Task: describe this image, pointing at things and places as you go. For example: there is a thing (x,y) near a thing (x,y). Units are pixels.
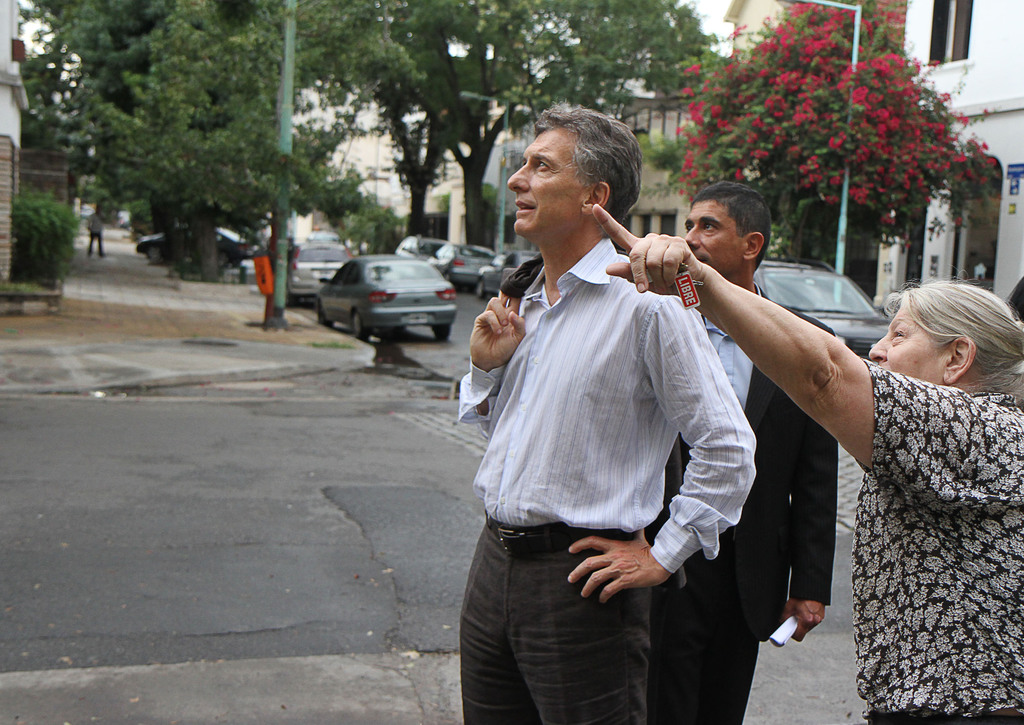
In the foreground of this image (796,524), on the right side (920,608), there is a woman (920,576) stretching her hand (633,266) and two men (736,617) standing on the road (804,717). In the background (465,283), there are cars (432,296), trees (386,119), flowers (806,105) to a tree (873,130), poles (845,168), a man (96,249) walking on the pavement (124,261) and the buildings (996,46).
